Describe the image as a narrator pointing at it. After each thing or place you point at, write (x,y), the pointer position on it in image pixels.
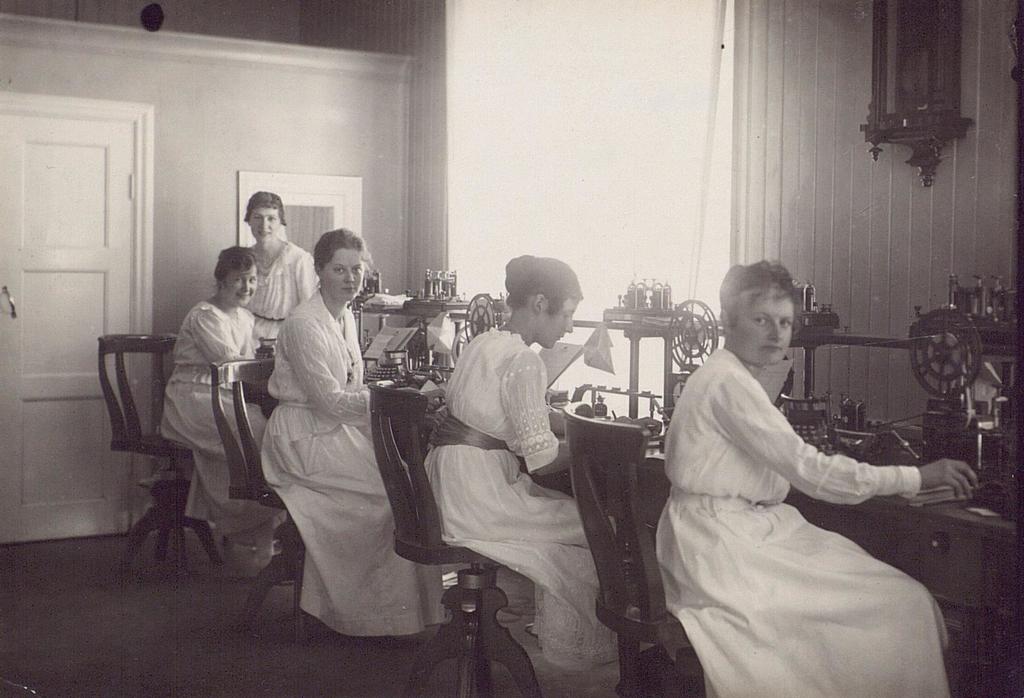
There are people (730,506) sitting and we can see chairs (617,484), machine (1000,421) on tables (959,501) and floor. In the background (228,153) we can see wall (239,146), door (124,138) and frame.
